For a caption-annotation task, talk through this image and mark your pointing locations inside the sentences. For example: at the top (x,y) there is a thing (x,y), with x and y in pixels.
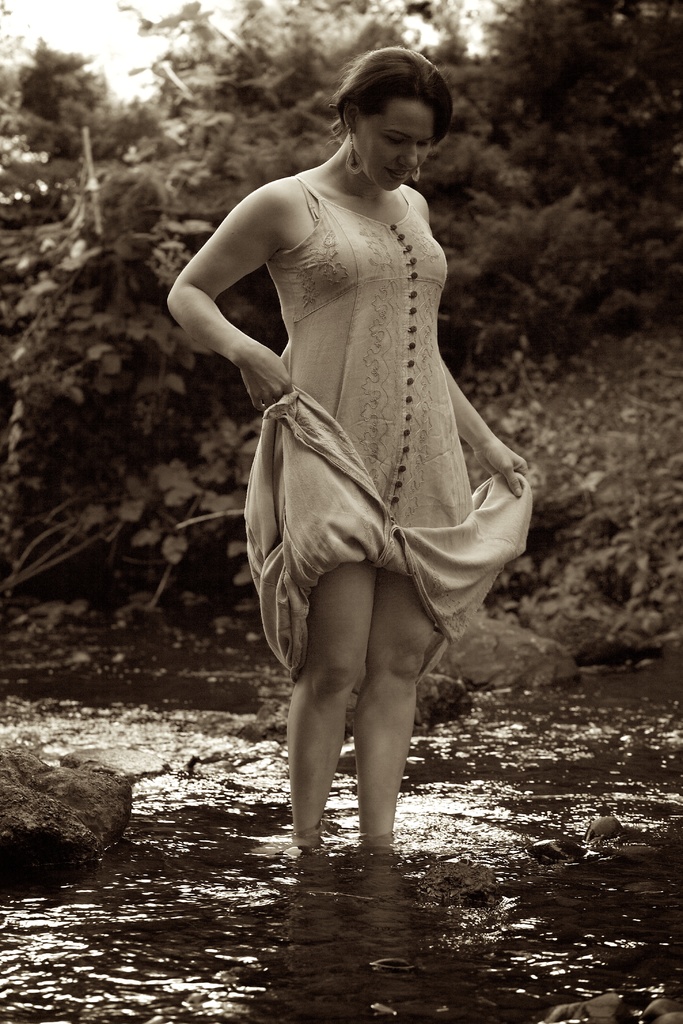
This is a black and white image and here we can see a lady (379,450) standing and in the background (105,117), there are trees (454,350). At the bottom (301,893), there is water (360,891) and we can see some rocks (94,775).
